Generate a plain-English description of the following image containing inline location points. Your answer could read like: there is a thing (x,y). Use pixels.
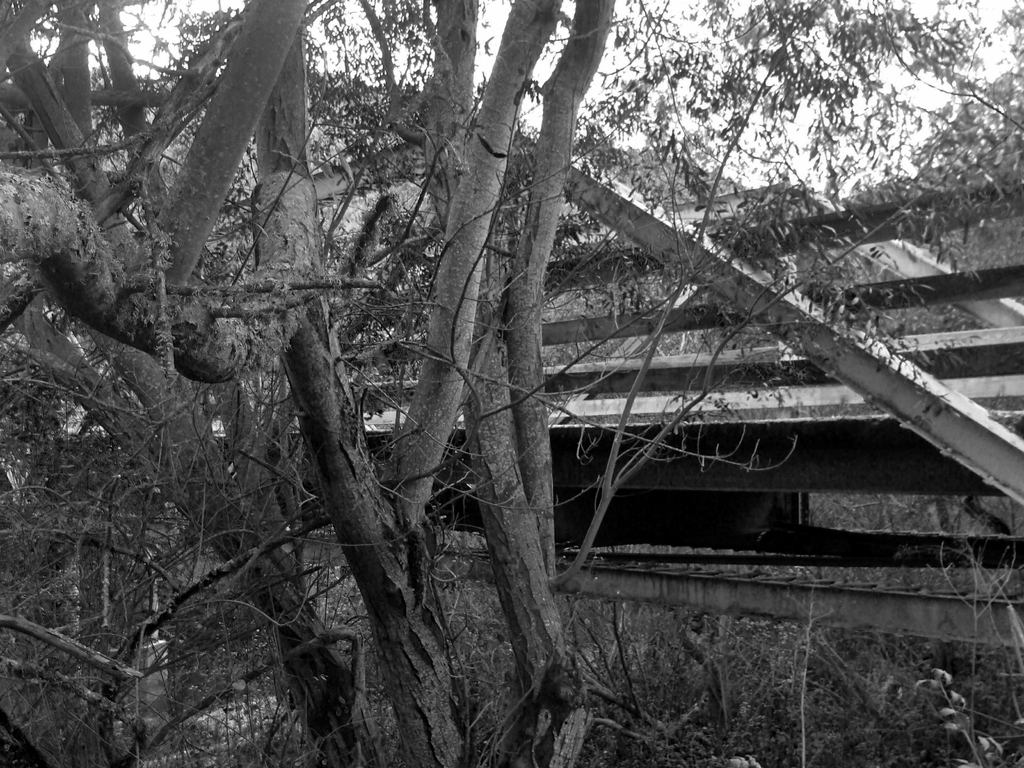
Black and white picture. Here we can see dried branches (410,228), leaves (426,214) and rods (1006,622).
